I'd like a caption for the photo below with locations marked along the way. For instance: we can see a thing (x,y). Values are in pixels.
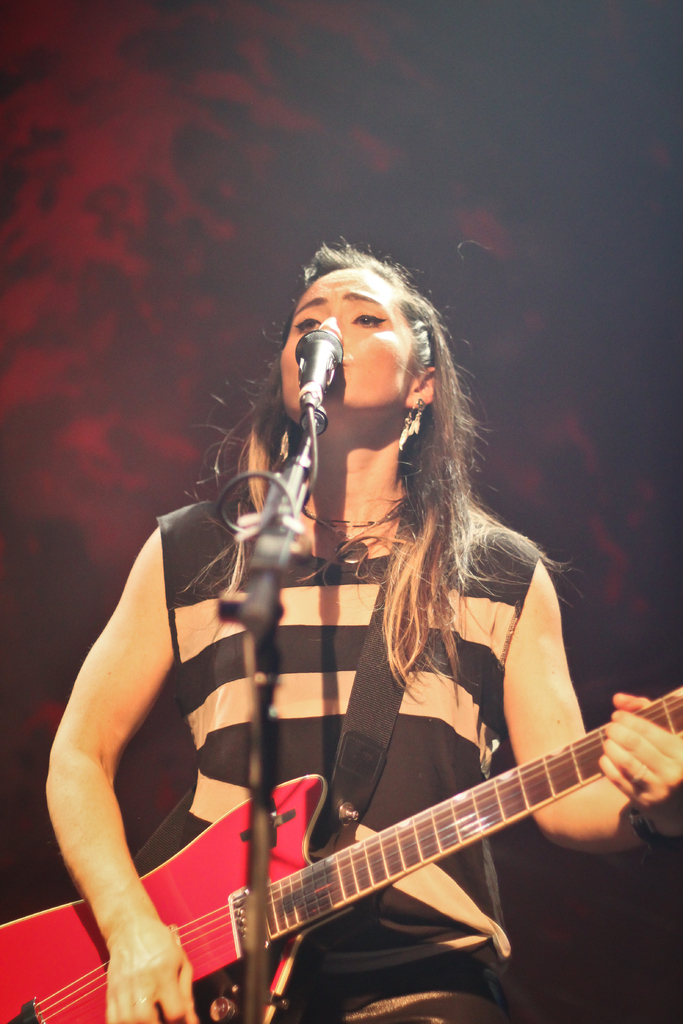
In this image In the middle (378,586) there is a woman (332,639) she is playing guitar (517,813) she is singing her hair (254,437) is long.
